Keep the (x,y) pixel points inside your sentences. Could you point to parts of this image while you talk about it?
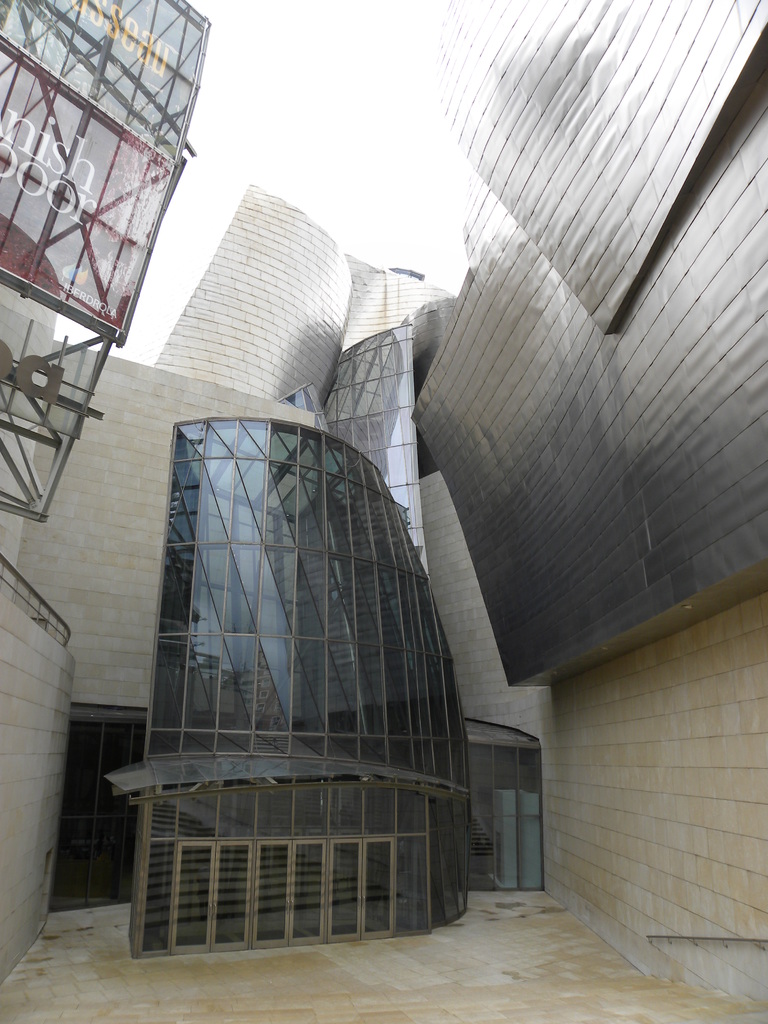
In this picture we can see a building (426,761) and some objects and in the background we can see the sky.
